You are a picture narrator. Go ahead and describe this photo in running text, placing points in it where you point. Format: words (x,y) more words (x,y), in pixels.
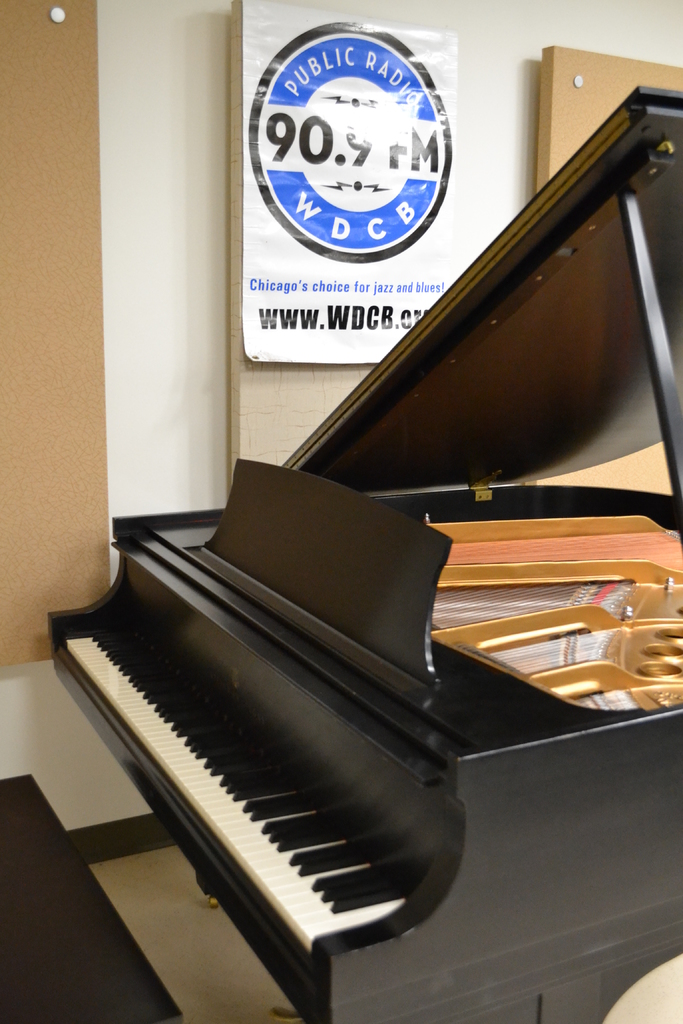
A poster (294,127) is on wall (221,219). Here we can able to see a piano keyboard (469,793) which is in black color. The keys (201,773) are in black and white color.
